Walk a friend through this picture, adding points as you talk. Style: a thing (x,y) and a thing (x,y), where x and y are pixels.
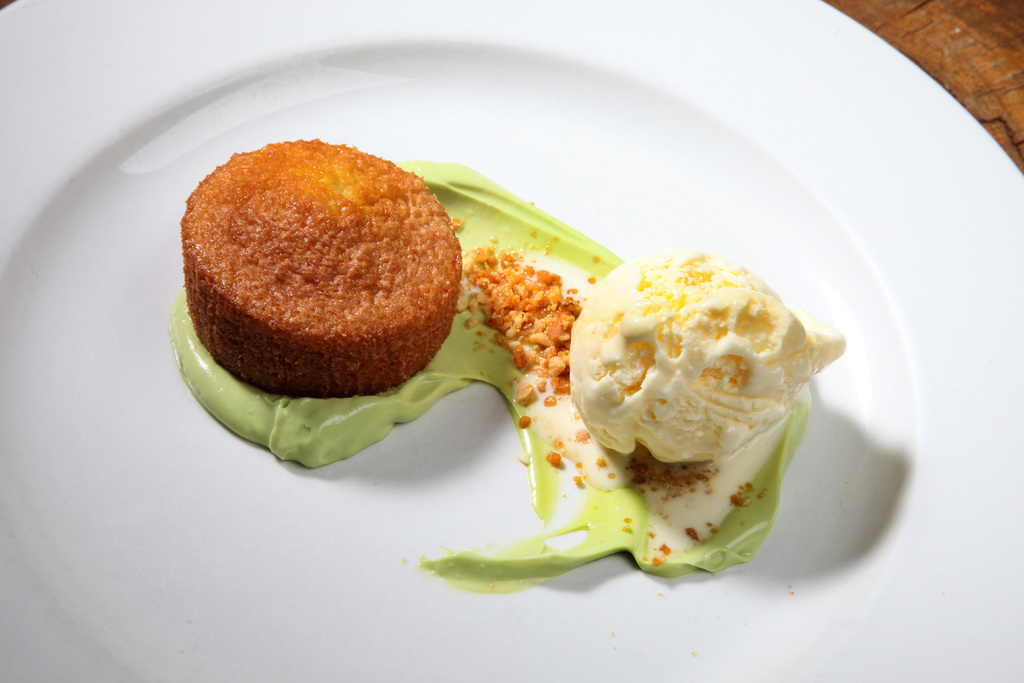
In this image I can see a food (585,358) in the white plate (844,400). Food (459,338) is in brown, green and white color.
